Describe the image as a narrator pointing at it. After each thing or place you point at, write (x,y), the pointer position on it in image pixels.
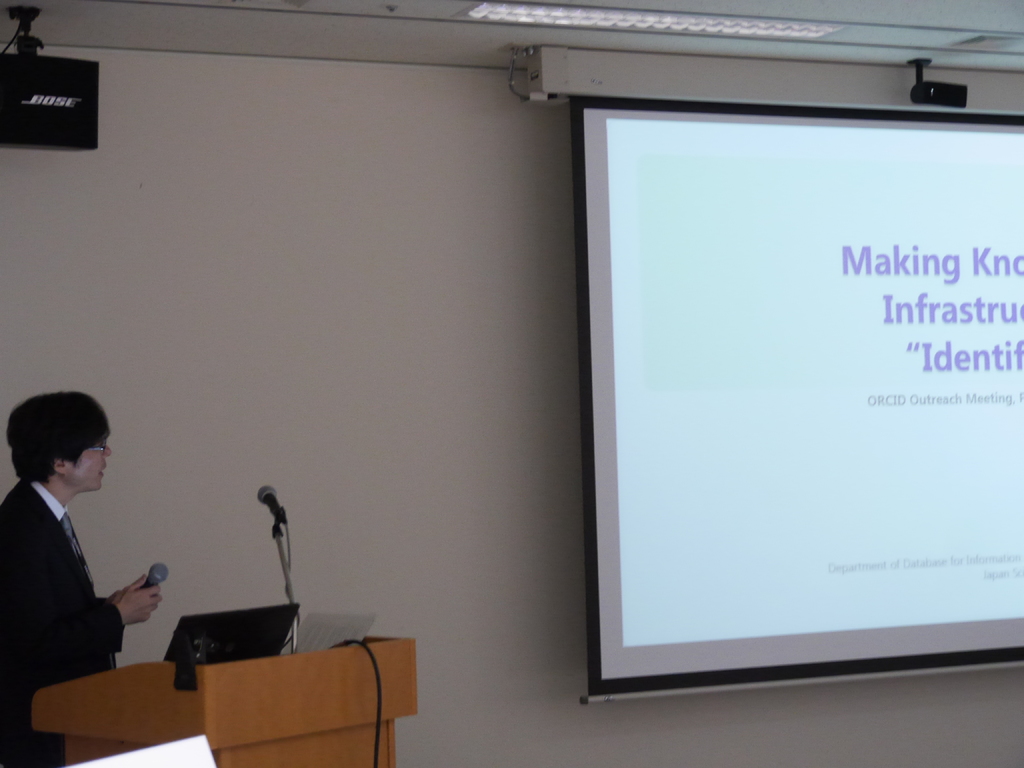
In this image I can see the person (54,485) standing in-front of the podium (156,717). On the podium (131,665) I can see the laptop (225,623) and the person (132,593) holding the mic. In the background (878,306) I can see the screen (624,242), black color object (12,68) and the wall (443,378).
